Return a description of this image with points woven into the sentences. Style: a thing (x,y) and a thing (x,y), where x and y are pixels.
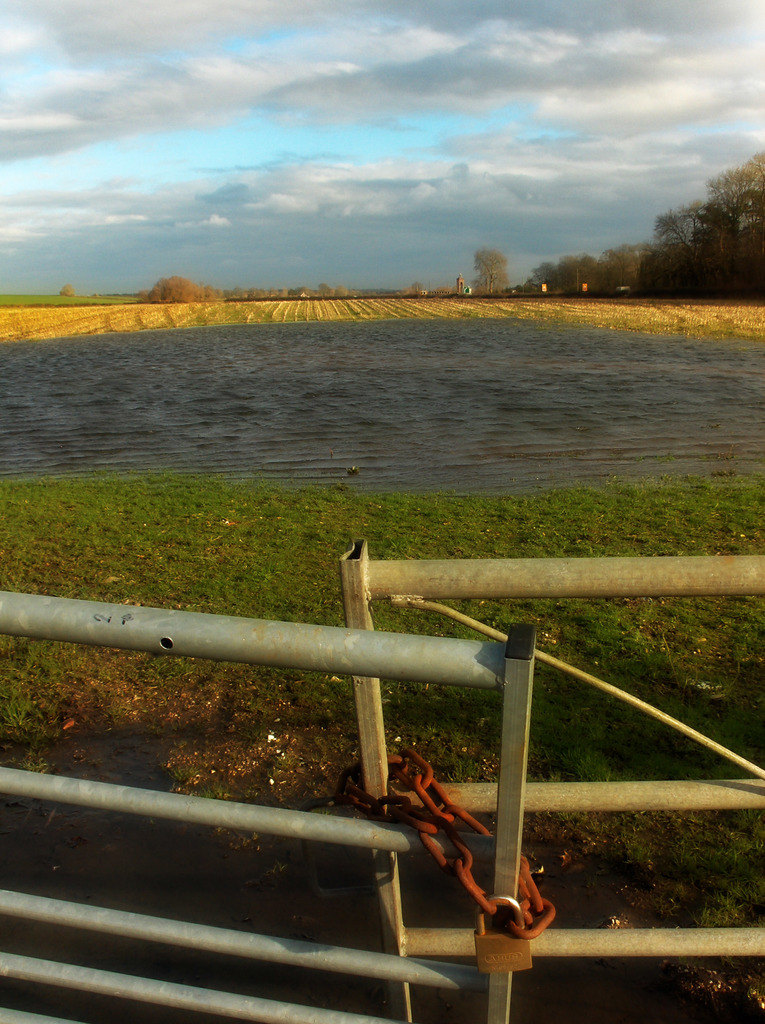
In this picture there is grassland (290,721) and a boundary (302,1016) at the bottom side of the image (326,816) and there is water (340,416) in the center of the image (418,381), there are trees (703,205) on the right side of the image (604,274).
